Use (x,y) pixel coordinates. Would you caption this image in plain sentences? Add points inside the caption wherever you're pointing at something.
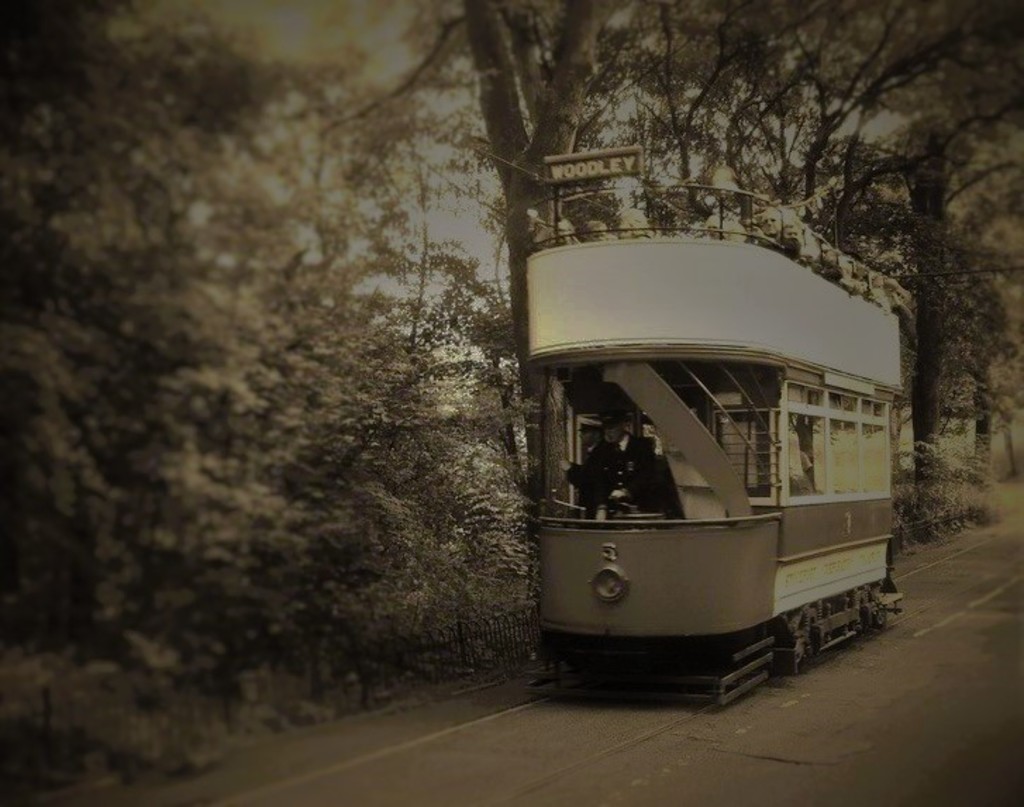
In the center of the image (632,481), we can see some people (616,237) on the train (729,555). In the background (304,266), there are trees (456,515) and at the bottom (797,731), there is a road (823,707).
